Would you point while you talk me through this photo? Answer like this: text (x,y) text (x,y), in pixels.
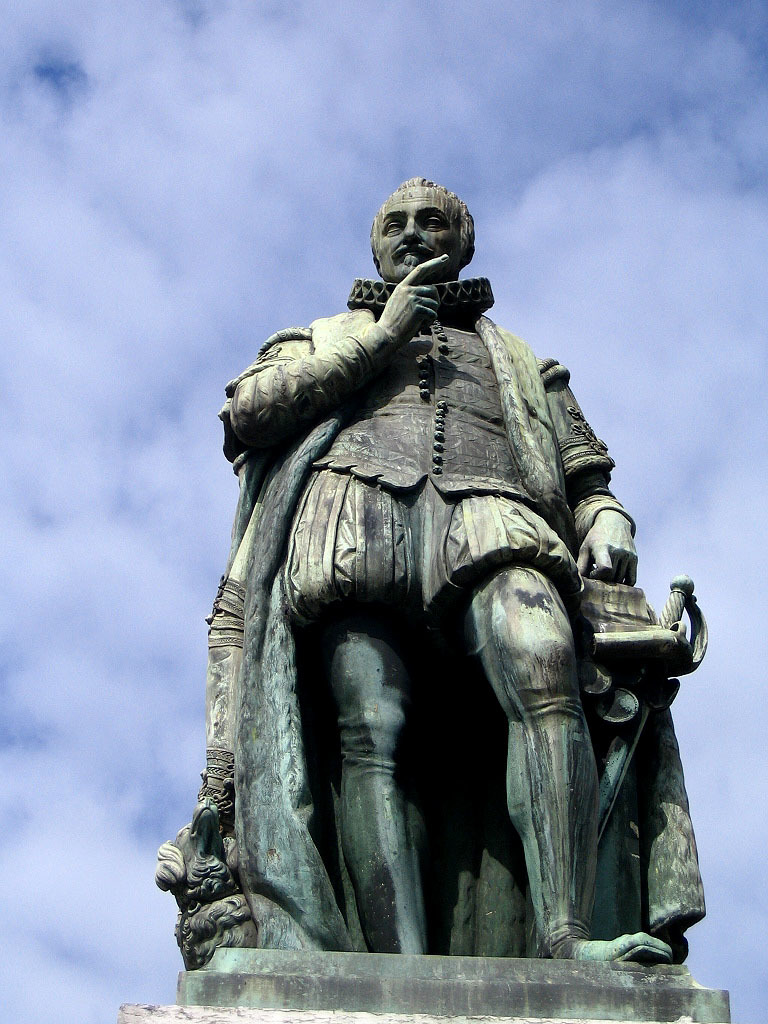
In the picture we can see the sculpture of a man (436,758) standing, behind it, we can see the sky (753,685) with clouds (721,577).
